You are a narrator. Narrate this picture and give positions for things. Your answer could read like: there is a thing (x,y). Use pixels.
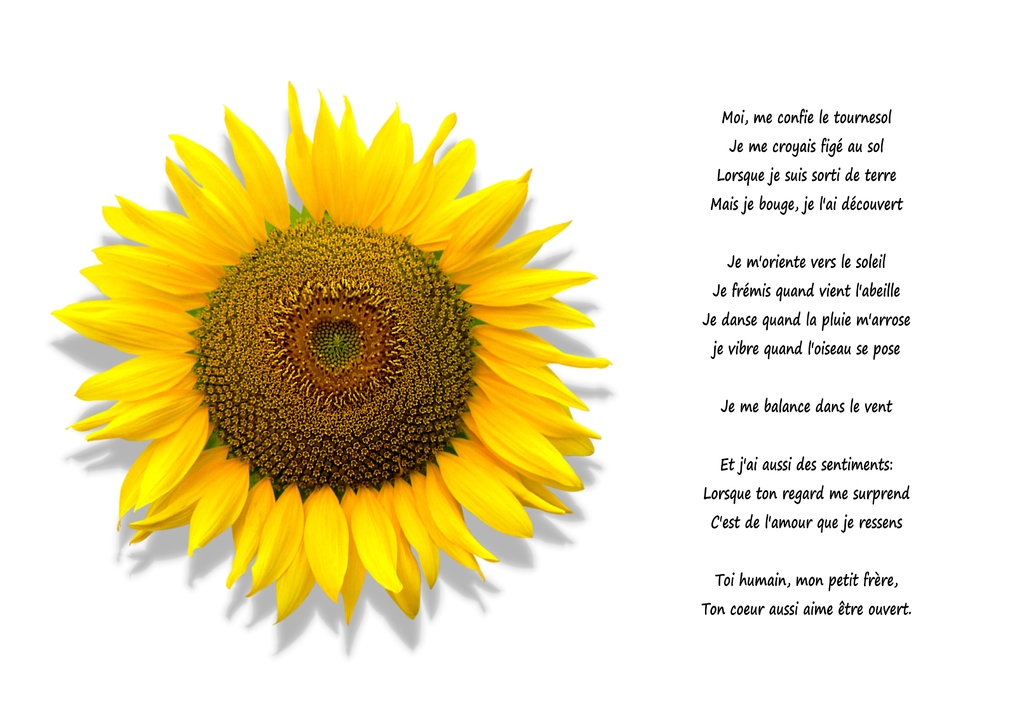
Something written on this poster (759,470). Here we can see sunflower (283,296). Background (812,632) it is white.
